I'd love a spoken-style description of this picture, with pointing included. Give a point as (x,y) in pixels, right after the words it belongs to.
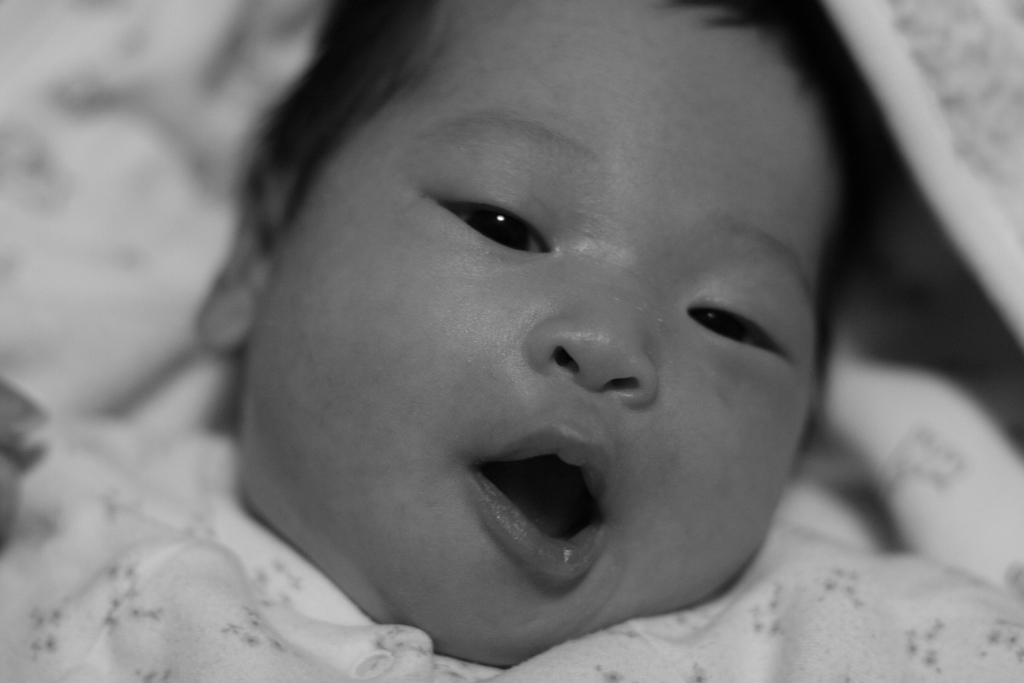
In this image, we can see a baby (572,569) is lying on the cloth (1005,248) and open his mouth (538,488).
